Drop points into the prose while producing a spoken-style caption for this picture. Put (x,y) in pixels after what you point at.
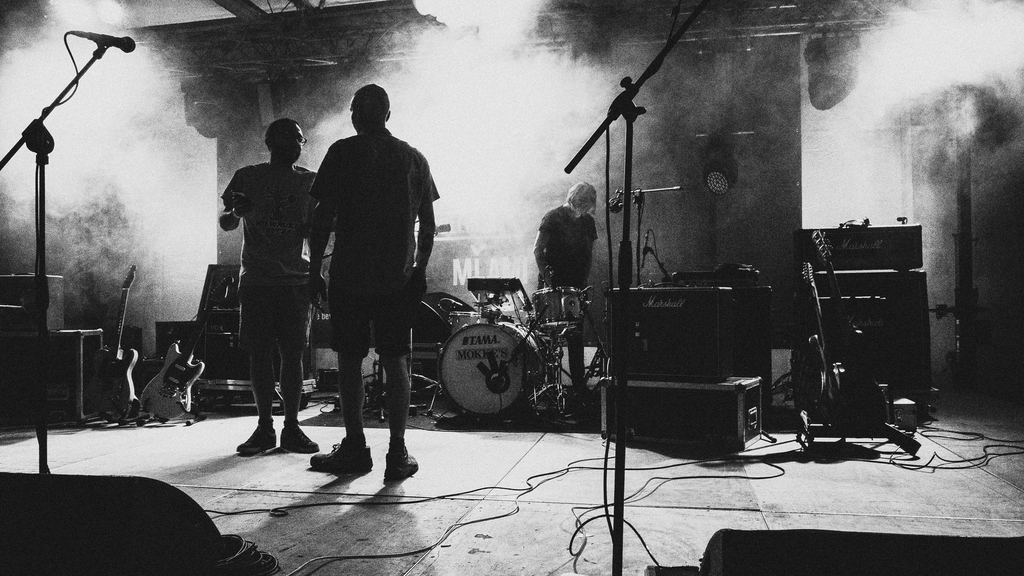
This picture shows three men (352,231) standing on the dais (205,451) and we see few musical instruments (560,362) drums (443,307) and microphones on the dais (676,525).
